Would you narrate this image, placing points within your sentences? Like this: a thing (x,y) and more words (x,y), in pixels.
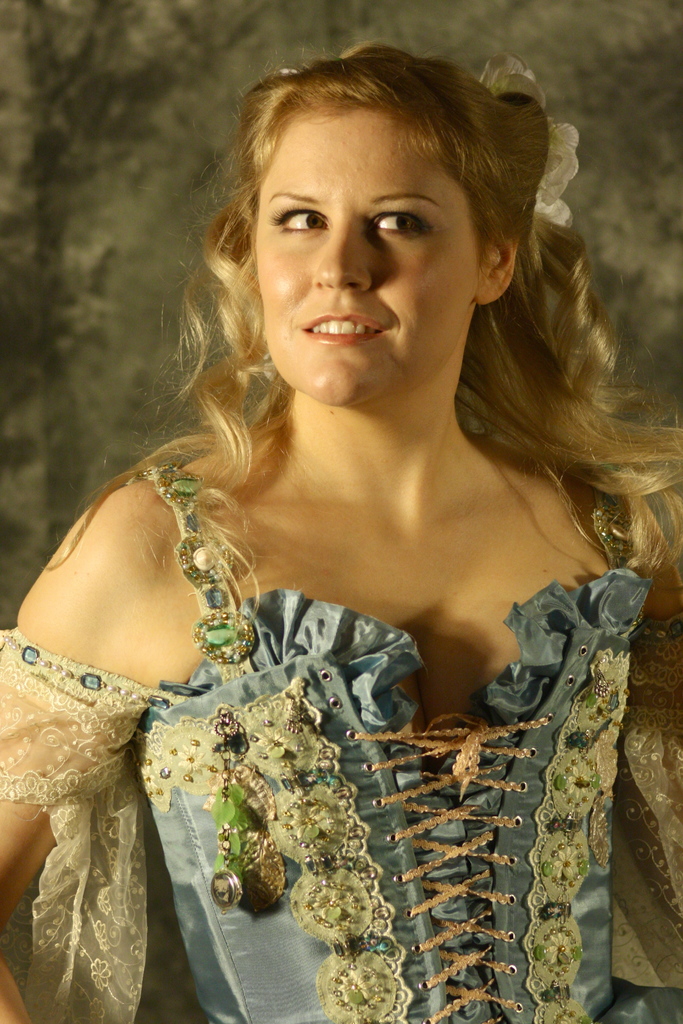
In the center of the image (323,585) we can see one woman (393,621) standing and she is smiling, which we can see on her face (410,303). And she is in different costume (357,626). In the background (51,244) there is a wall (610,42).
